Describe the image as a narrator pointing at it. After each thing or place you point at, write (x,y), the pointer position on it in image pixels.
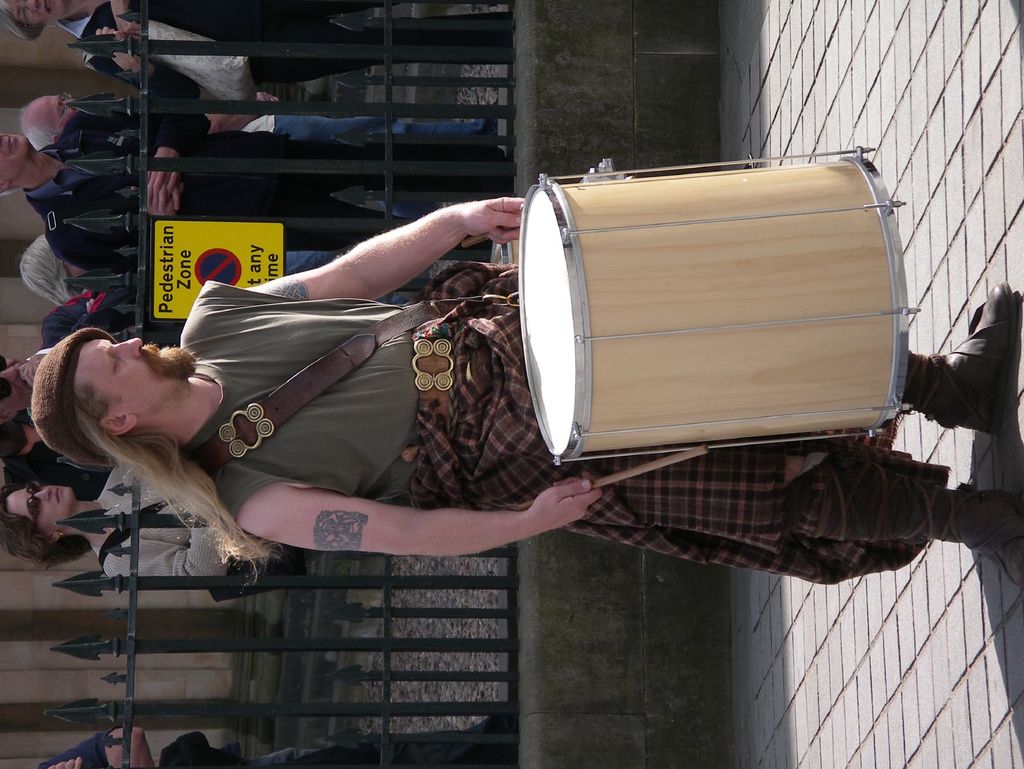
In this image we can see a man (148,461) is standing. He is playing drum (782,417) and wearing grey color t-shirt (328,418). Behind him fencing (194,701) is there and people (303,122) are standing.
